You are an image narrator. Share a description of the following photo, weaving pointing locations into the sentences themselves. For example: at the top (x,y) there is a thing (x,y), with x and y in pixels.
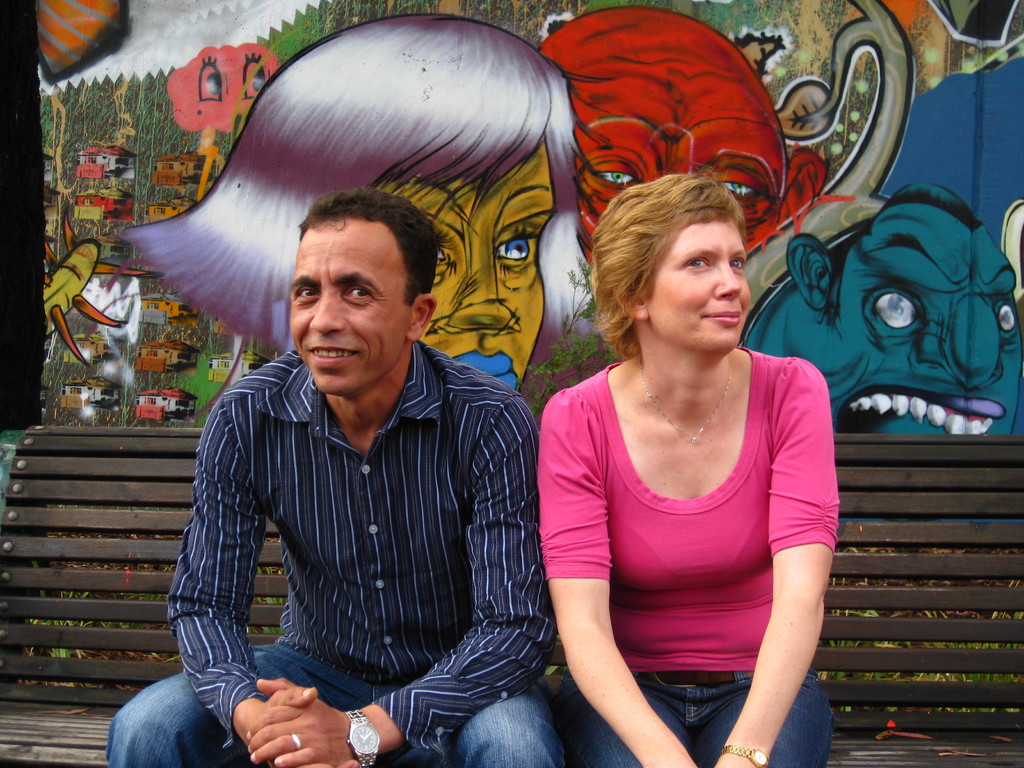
In this image there are two persons (641,541) truncated towards the bottom of the image (550,608), the persons (586,547) are sitting on the bench (933,566), the bench (938,625) is truncated, at the background of the image (480,179) there is a wall (559,121) truncated, there is a painting (591,116) on the wall (655,118).
